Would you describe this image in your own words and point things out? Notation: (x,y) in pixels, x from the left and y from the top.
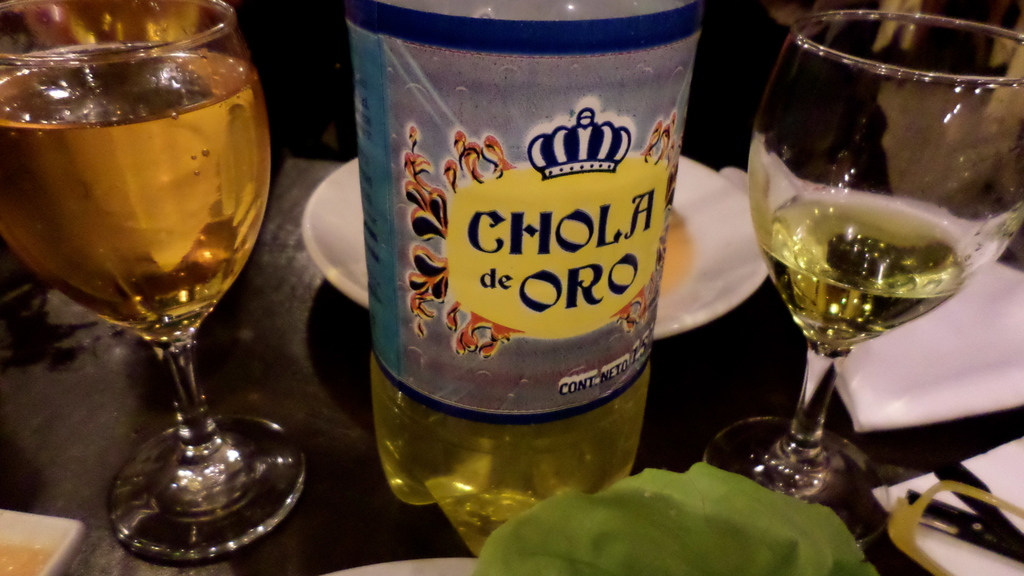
Two wine glasses (883,227) and a bottle (537,192) in the middle (540,251) are on a table (321,361).
